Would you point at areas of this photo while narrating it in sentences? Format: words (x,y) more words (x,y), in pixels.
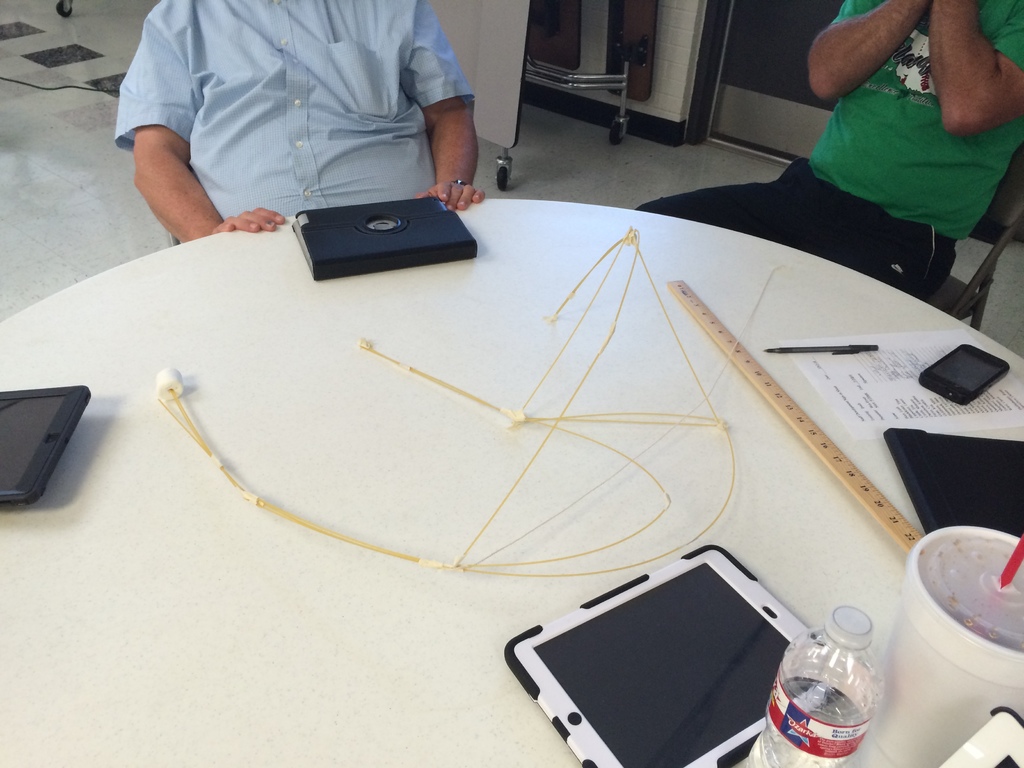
There are two persons (312,150) sitting in front of a table (389,286) and the table (358,453) consists of i pads (373,237), water bottle (847,714), coke (911,626), scale (822,446), paper (852,369), phone (964,357) and pen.
